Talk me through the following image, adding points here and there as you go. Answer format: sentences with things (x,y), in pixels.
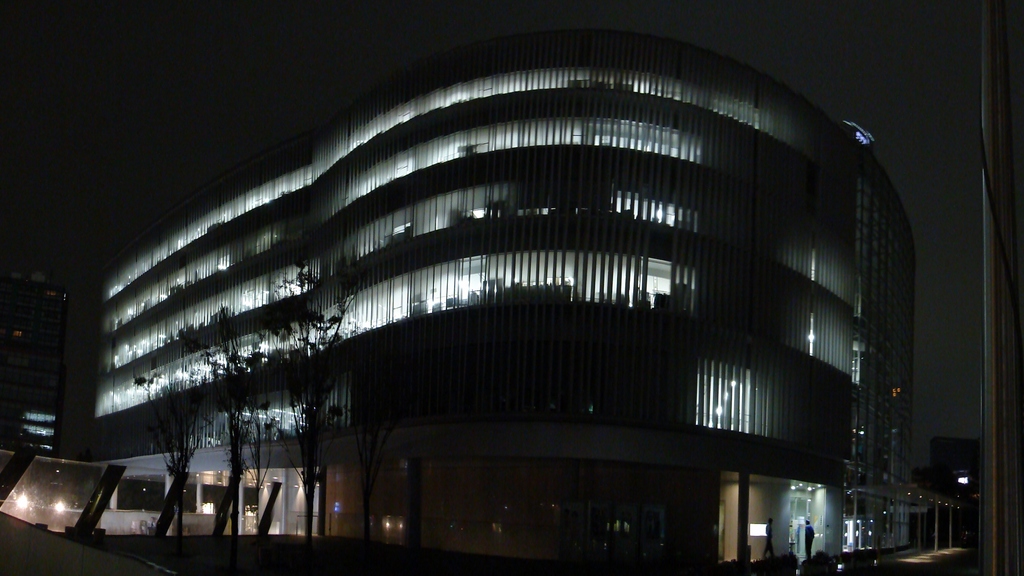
In the middle of the picture (444,220) we can see a building (488,176). At the top (311,44) it is dark. On the left (183,401) there are trees (314,480) and lights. On the road (939,557) we can see plants (830,556) which are towards right (813,558).
